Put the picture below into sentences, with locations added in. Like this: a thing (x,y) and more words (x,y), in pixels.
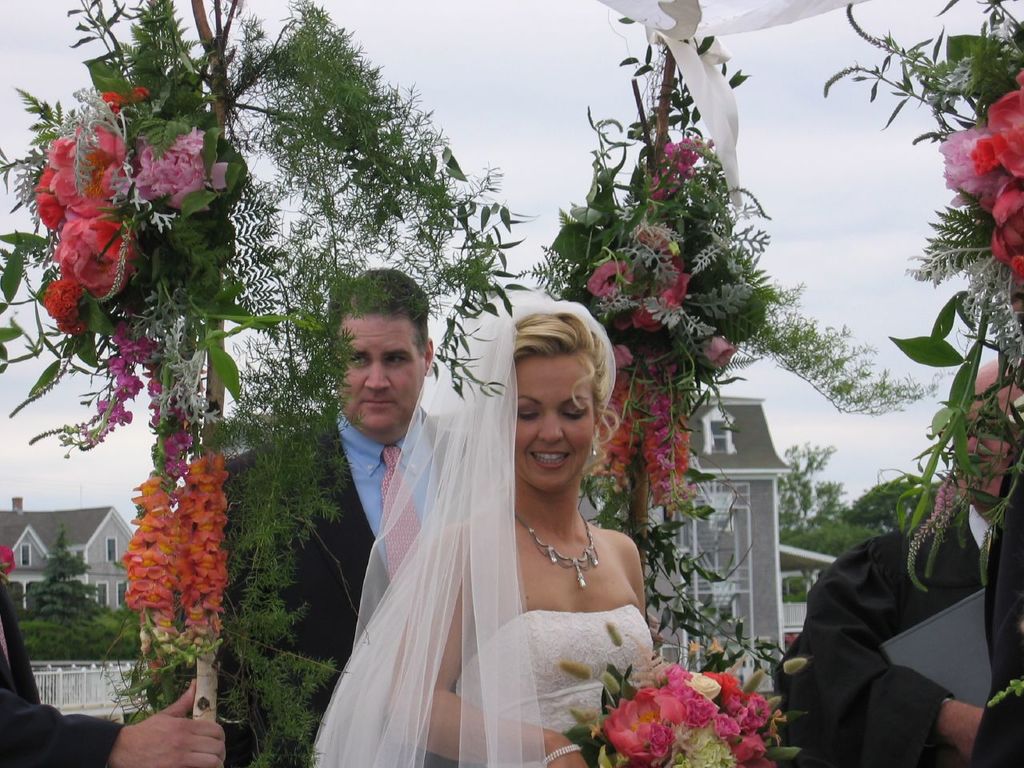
Here in this picture in the middle (505,487) we can see a couple (397,467) standing over a place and beside them on either side we can also see other people (864,603) standing and we can see flower bouquets (109,271) present all around them and behind them we can see houses (96,535) present over there and we can see plants (91,613) and trees (75,601) all over there and we can see clouds (749,174) in the sky (607,126) and we can see the woman (549,435) in the front (574,682) is holding a flower bouquet (634,707) in her hand (553,746) and smiling.
